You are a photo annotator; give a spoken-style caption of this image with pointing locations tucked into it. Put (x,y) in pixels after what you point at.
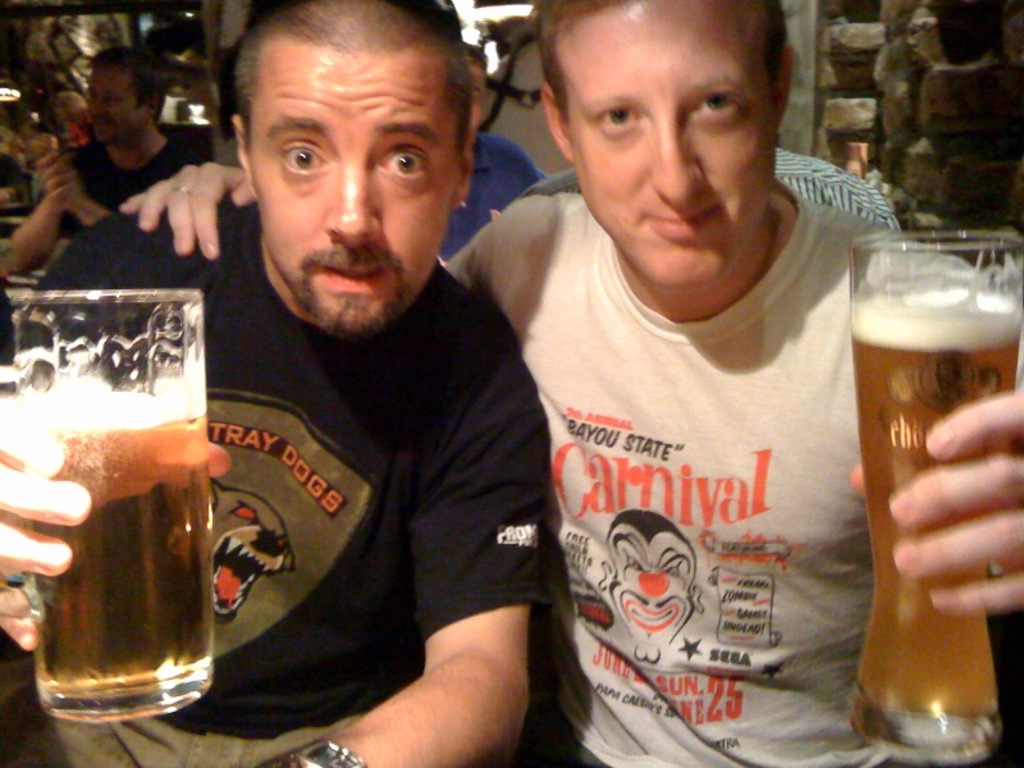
In the picture we can see two men (480,418) are sitting and holding a beer glasses (989,307) with beer (198,449). In the background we can see some other people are also sitting.
